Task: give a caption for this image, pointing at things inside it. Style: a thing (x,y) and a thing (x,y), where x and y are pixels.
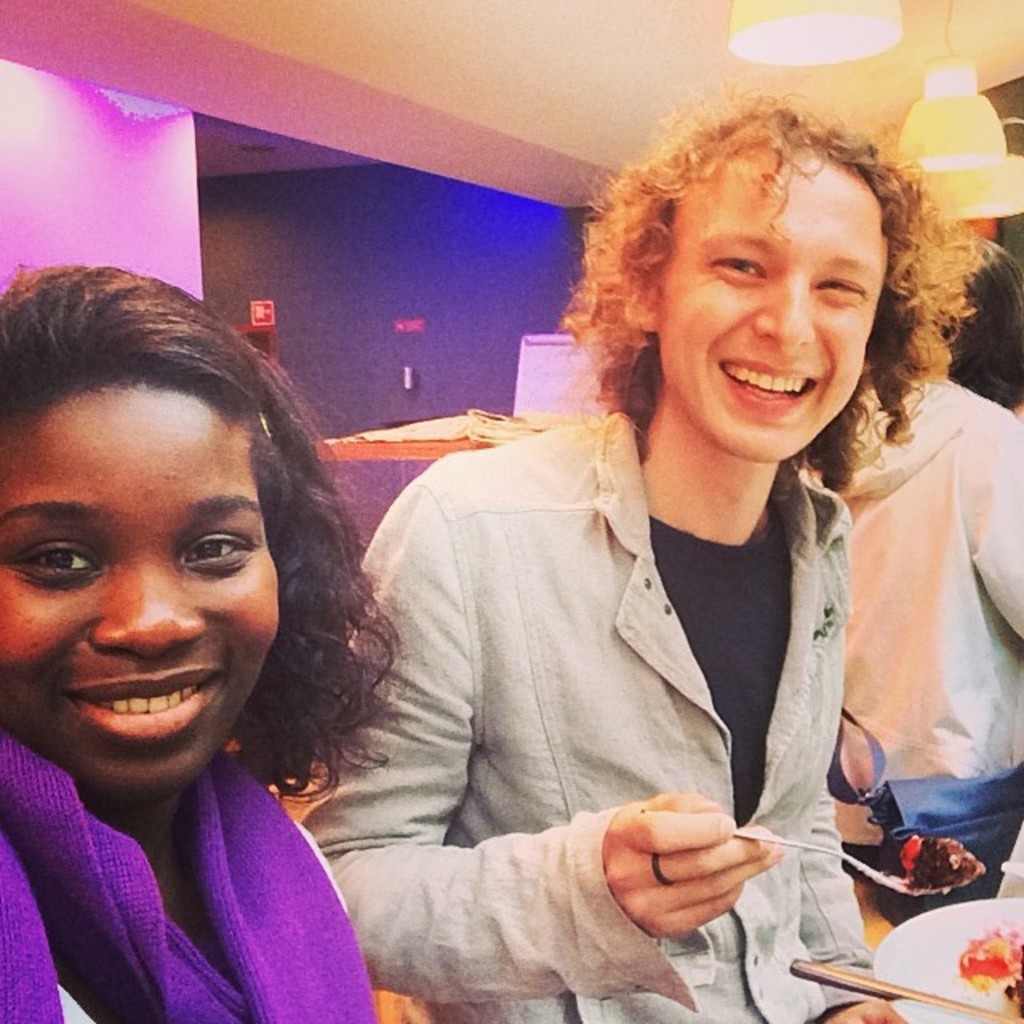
In the foreground of the picture (332,620) there is a woman (177,723) and a man (662,842) holding a spoon (850,861). On the right (990,945) there is a food item (966,960) on a plate (949,958). Beside the man (804,524) there is a person (941,574) standing. At the top (782,41) there are lights (838,49) to the ceiling (323,103). In the background (401,279) there is a desk (375,453) and a wall (393,317) painted black.
